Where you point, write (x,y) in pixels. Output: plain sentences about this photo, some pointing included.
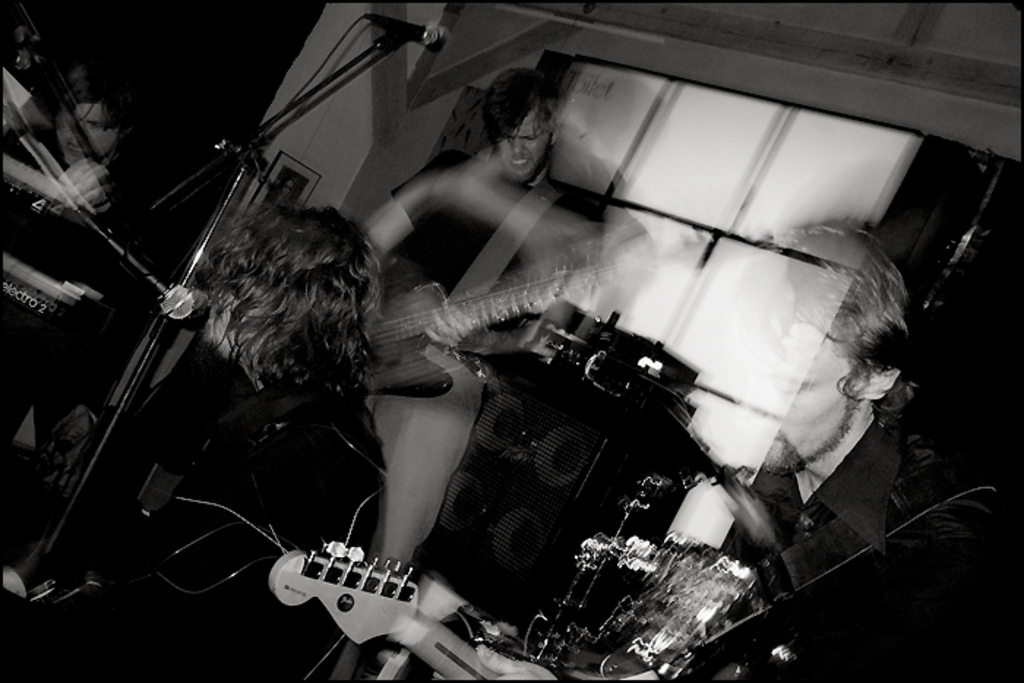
There are four persons (855,482). They are playing guitar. There are mics (180,313) and mic stands (166,285). In the background (688,204) there is a window (778,216).
